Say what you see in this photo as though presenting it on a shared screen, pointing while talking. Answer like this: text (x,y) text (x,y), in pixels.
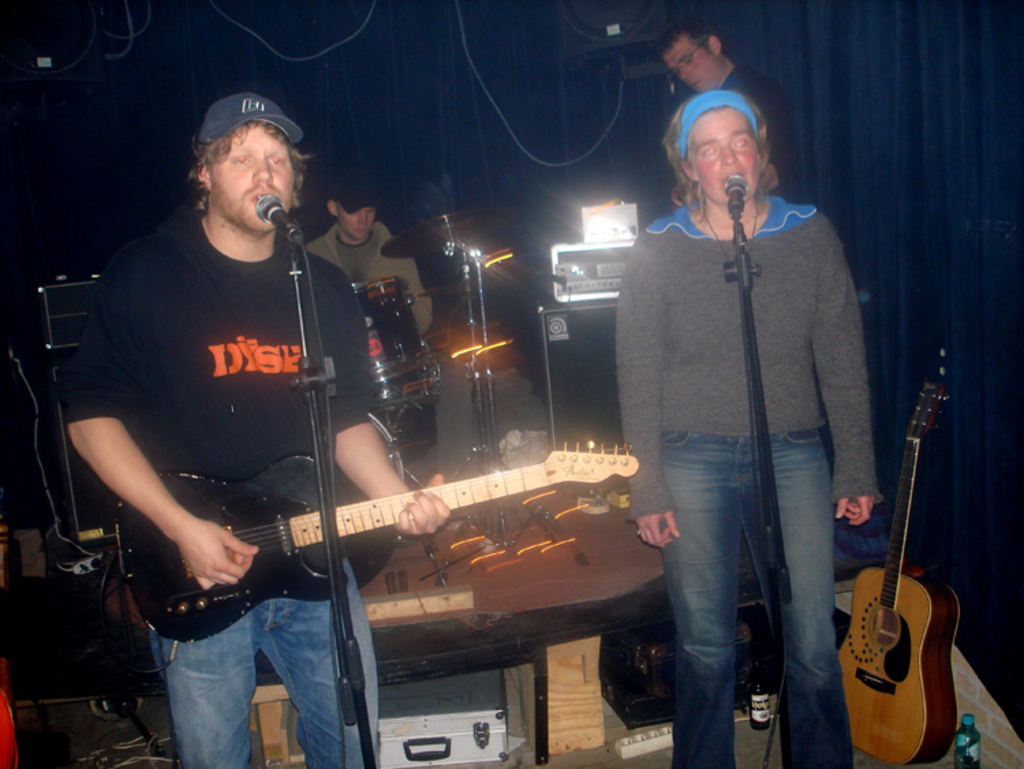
In this image On the left (184,318) there is a man (234,423) he wear black t shirt (213,364), trouser (231,630) and cap (220,135) he is playing guitar (376,518) he is singing. On the right (724,494) there is a person (723,340) singing. In the back ground (450,256) there are two people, drums (412,359), table (515,503), speakers (564,311), guitar (860,585) and bottle (759,713).
